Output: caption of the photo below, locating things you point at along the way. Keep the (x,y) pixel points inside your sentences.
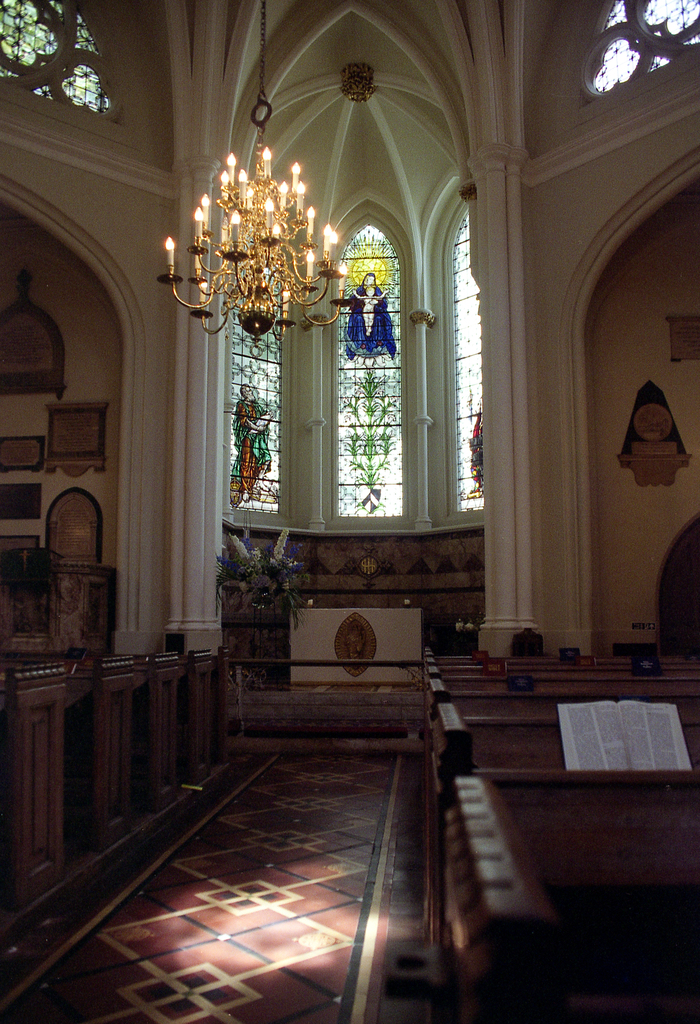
This is the inner view of a room (596,280). At the top part of the image (471,124) we can see chandelier (254,258), windows (40,58) and poles (321,361). At the bottom of the image (450,1023) we can see wall hangings (63,493), benches (180,759), house plant (271,572), podium (306,638) and a carpet (281,884).
